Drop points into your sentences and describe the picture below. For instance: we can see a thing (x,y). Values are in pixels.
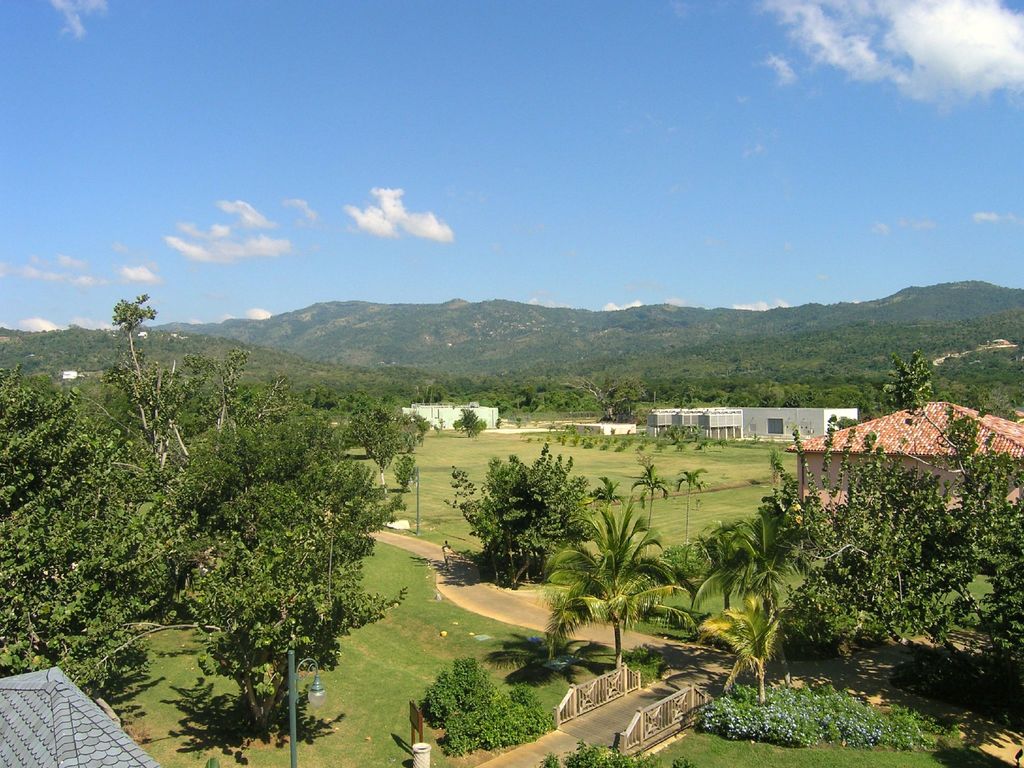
In this image I can see trees (262,429) in green color, background (17,145) I can see a house (717,436) in white color and the sky (480,234) is in blue and white color.
